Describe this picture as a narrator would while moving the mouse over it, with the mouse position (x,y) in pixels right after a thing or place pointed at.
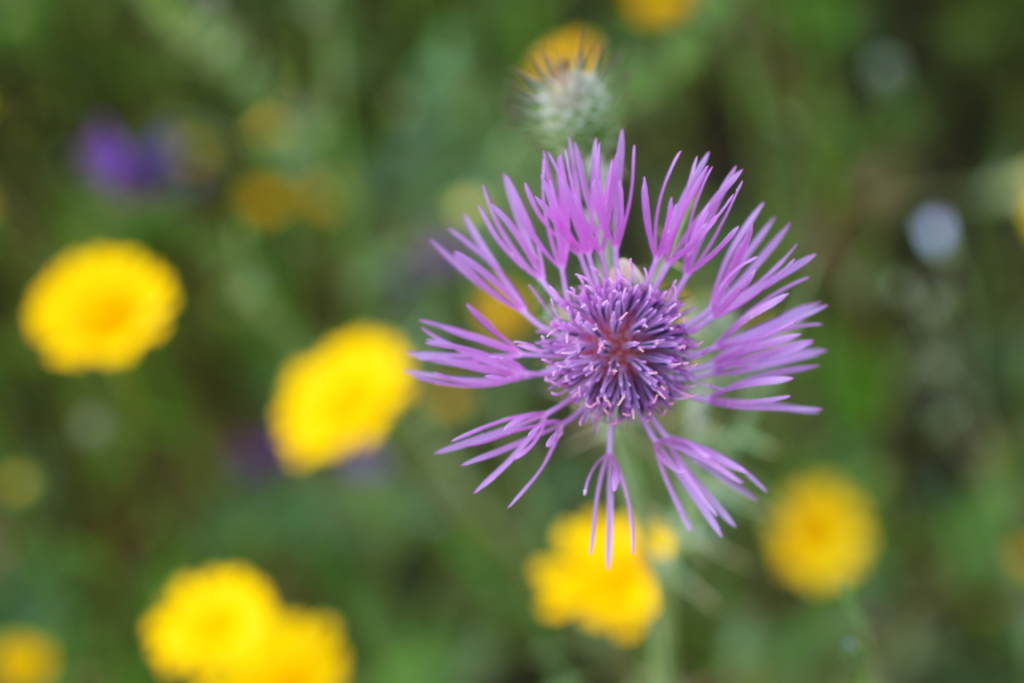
In this image, in the middle (544,305), we can see a flower (636,302) which is in purple color. In the background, we can see some flowers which are in yellow color. In the background (495,191), we can see green color.
